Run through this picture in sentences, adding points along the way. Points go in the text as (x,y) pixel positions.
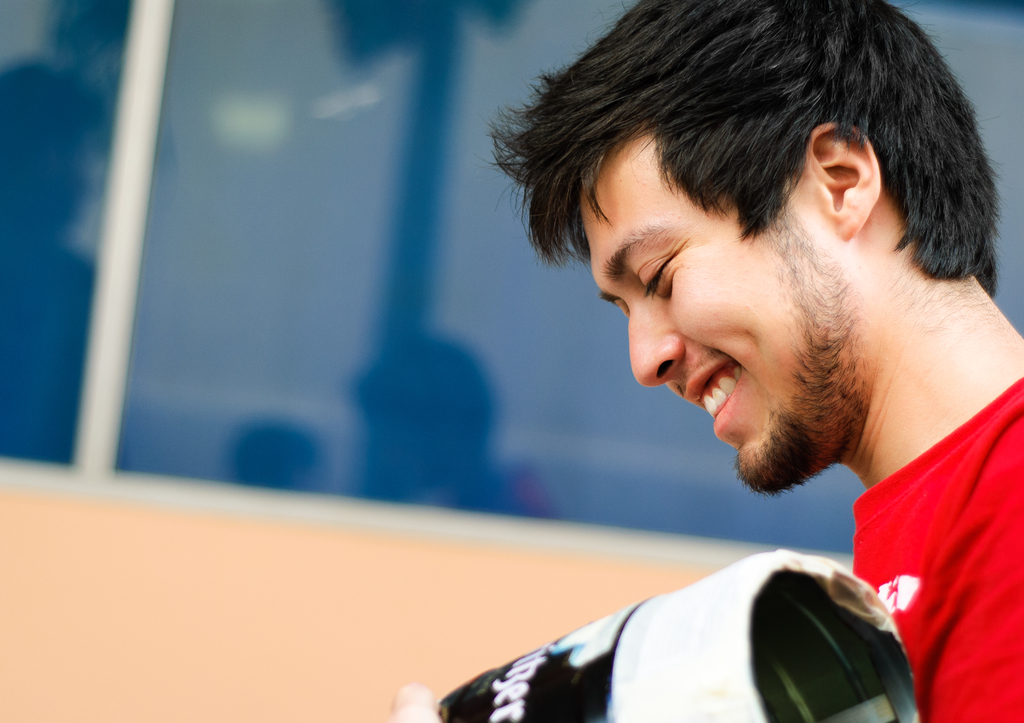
In this image there is a person (938,329) holding an object (598,657), beside him there is a glass window (243,249).
